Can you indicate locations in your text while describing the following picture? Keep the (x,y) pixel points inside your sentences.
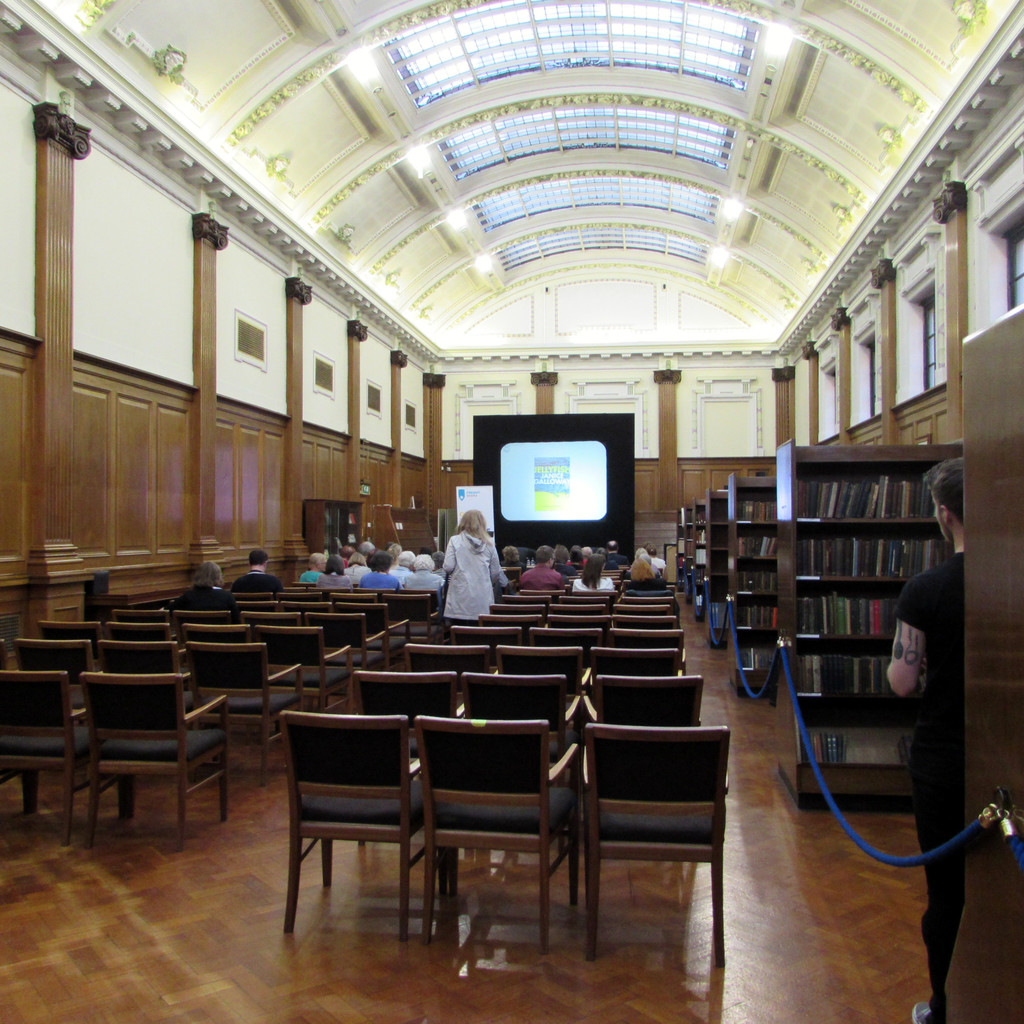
In this picture I can observe some chairs (306,624) in this room (433,620). There are some people (423,559) sitting in the chairs (413,604). On the right side (857,531) I can observe bookshelves (774,529). In the background (581,497) there is a screen (564,491) and a wall (583,388).
